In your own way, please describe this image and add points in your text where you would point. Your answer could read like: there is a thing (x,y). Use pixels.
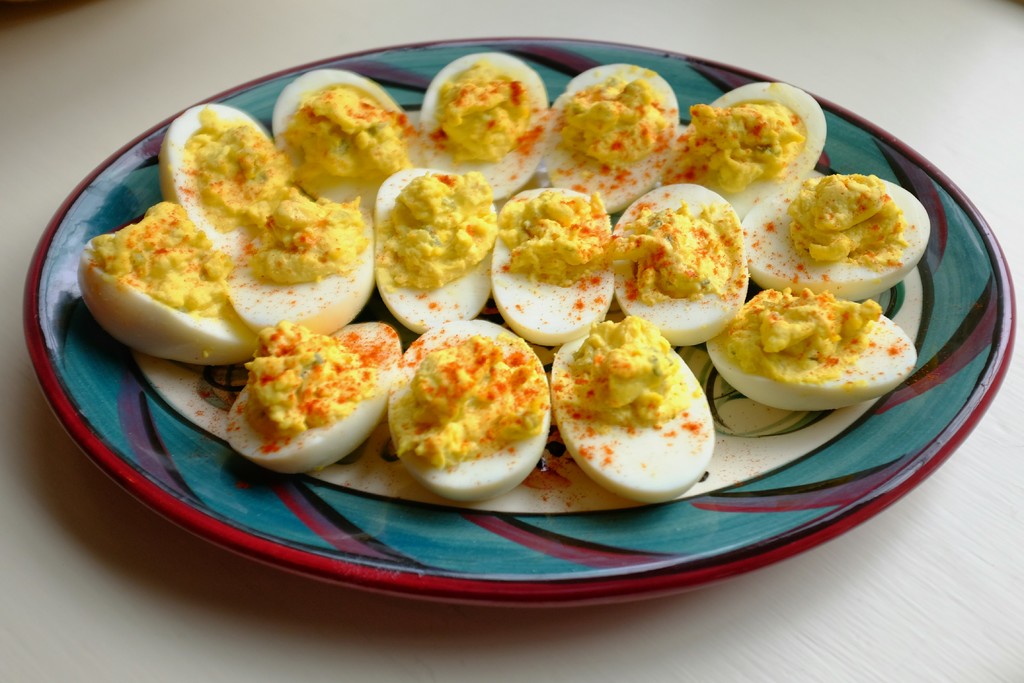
In the center of the image (573,233) there are boiled eggs (483,372) in plate (358,465) placed on the table (191,608).
